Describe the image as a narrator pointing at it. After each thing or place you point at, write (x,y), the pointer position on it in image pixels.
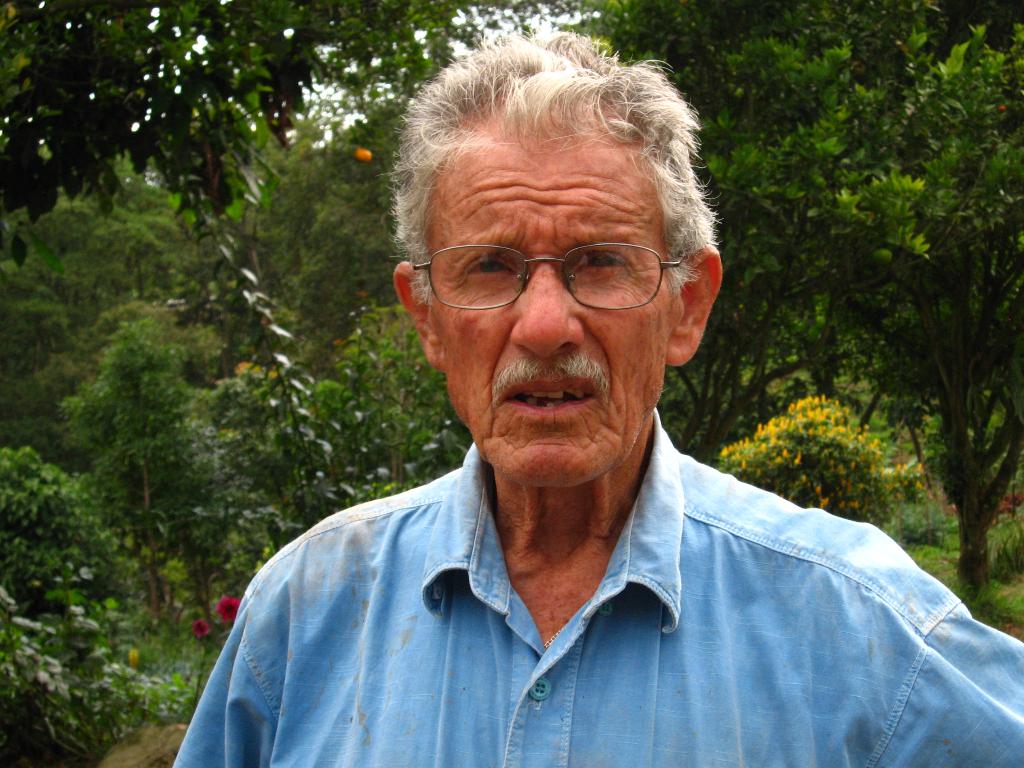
In this picture we can see a person (345,547). There are few flowers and plants (359,174) in the background (919,464).
